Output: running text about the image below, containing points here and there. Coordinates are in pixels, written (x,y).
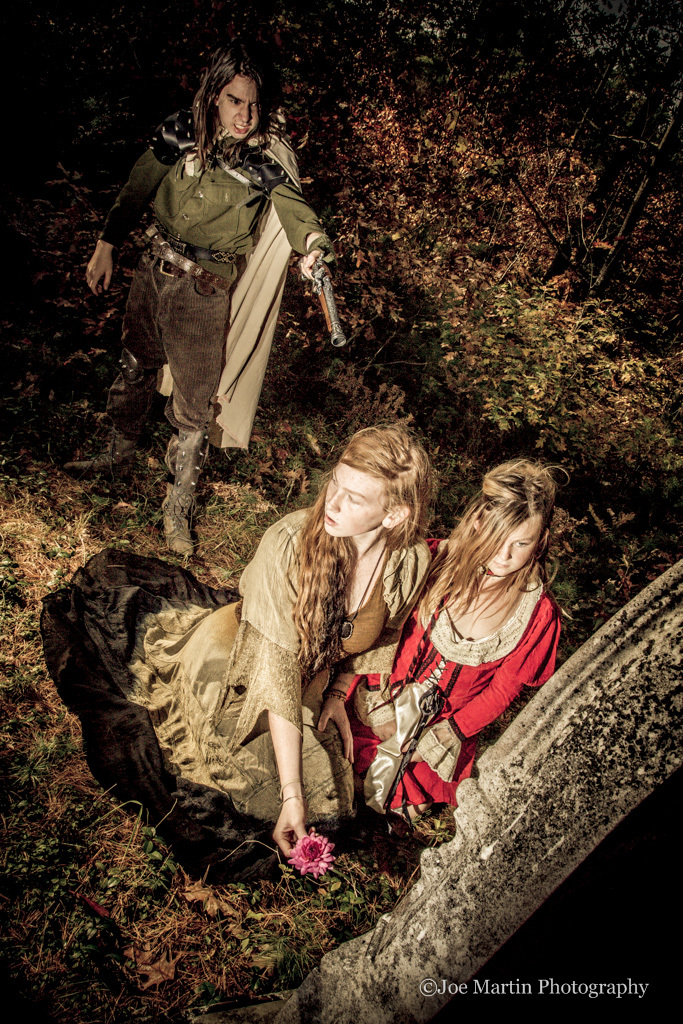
In this image we can see three persons (259,272), one of them is holding a gun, another person (261,646) is holding a flower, there are plants (499,305), and the grass (177,955), also we can see an object (544,770) which looks like the sculpture (527,822).
